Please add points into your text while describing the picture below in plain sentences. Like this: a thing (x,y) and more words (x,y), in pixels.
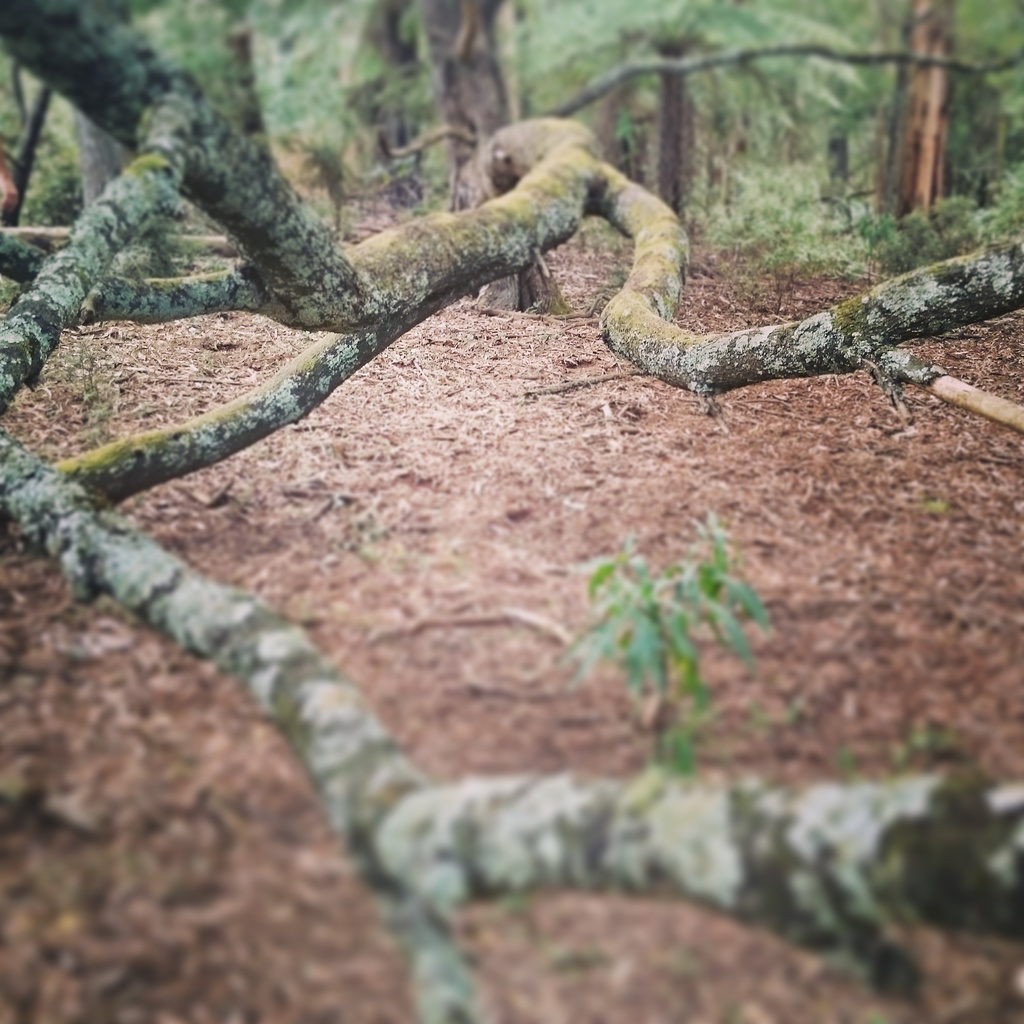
In the foreground of the image (505,853) there are tree branches (322,285). In the background of the image (453,145) there are trees (631,176). At the bottom of the image (832,684) there is soil (355,882).
